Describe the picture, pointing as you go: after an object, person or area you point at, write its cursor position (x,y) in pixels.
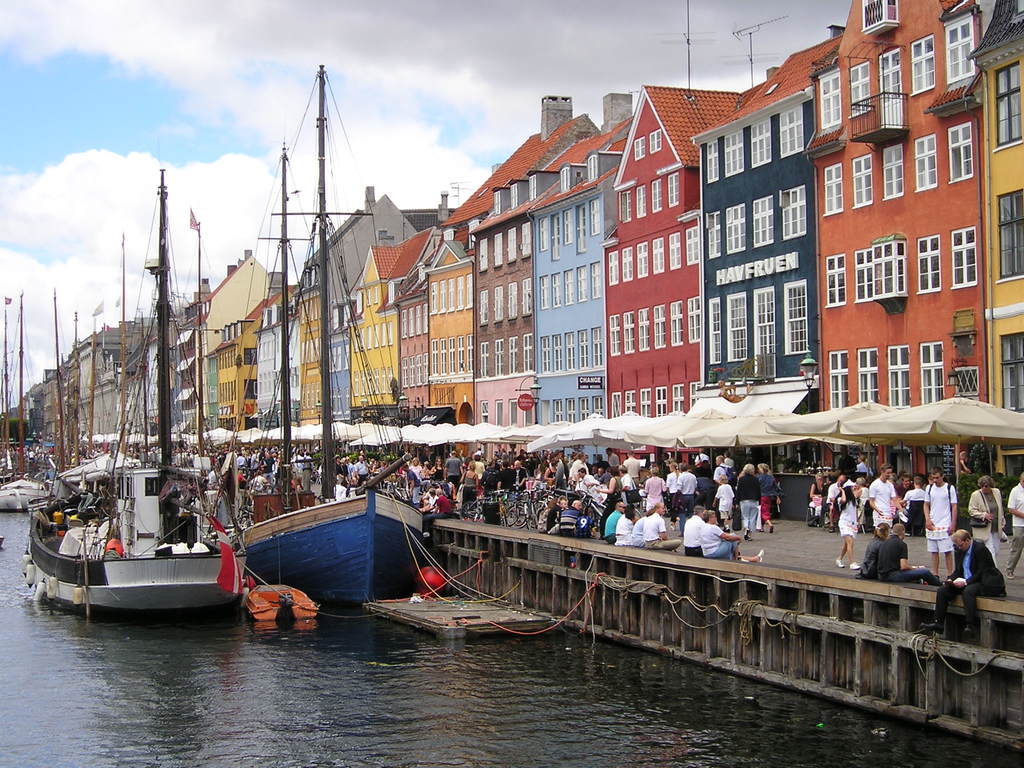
This image is taken in outdoors. In the bottom of the image (180,702) there is a lake (390,687) and water (388,670) and boats (124,496) in it. In the top right of the image (826,182) there are few buildings (862,194) with windows (482,351) and doors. In the middle of the image (535,480) there are many people (573,506) standing on the road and few of them are walking on the road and there are many tents (418,441) in front of buildings (574,330). In the left side of the image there are few poles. At the top of the image (273,101) there is a sky (552,64) with clouds (525,57).
